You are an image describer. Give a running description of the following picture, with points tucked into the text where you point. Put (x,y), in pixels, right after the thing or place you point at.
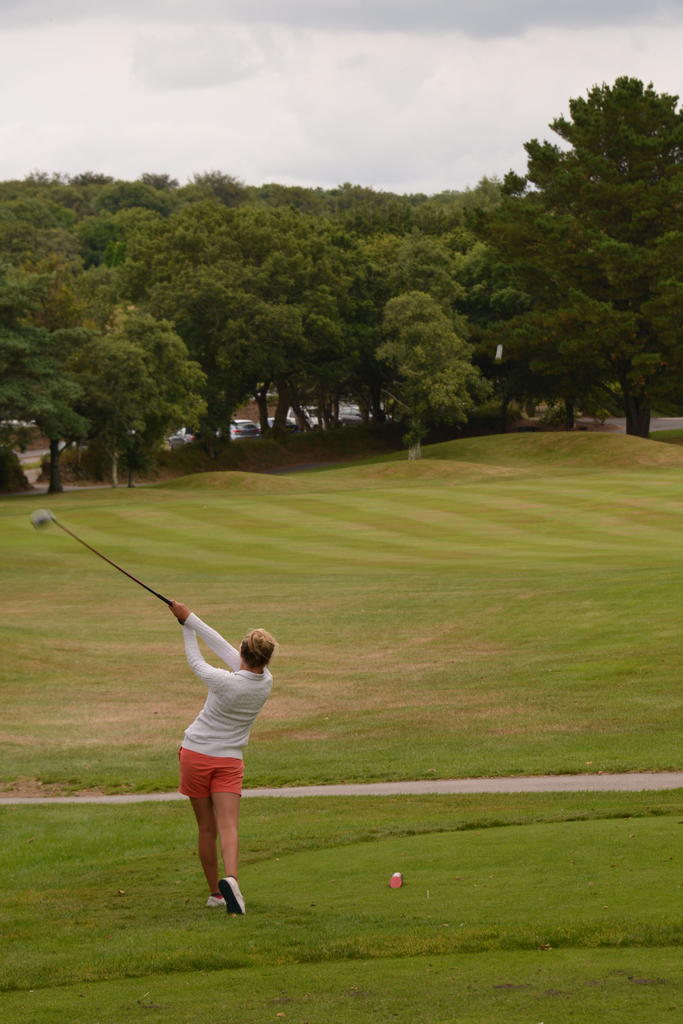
In this picture we can see a person (228,729) is standing and holding a golf club (129,576), at the bottom (419,938) there is grass (451,943), in the background (545,407) we can see trees (377,396) and cars (294,414), there is the sky (329,156) at the top of the picture (354,81).
